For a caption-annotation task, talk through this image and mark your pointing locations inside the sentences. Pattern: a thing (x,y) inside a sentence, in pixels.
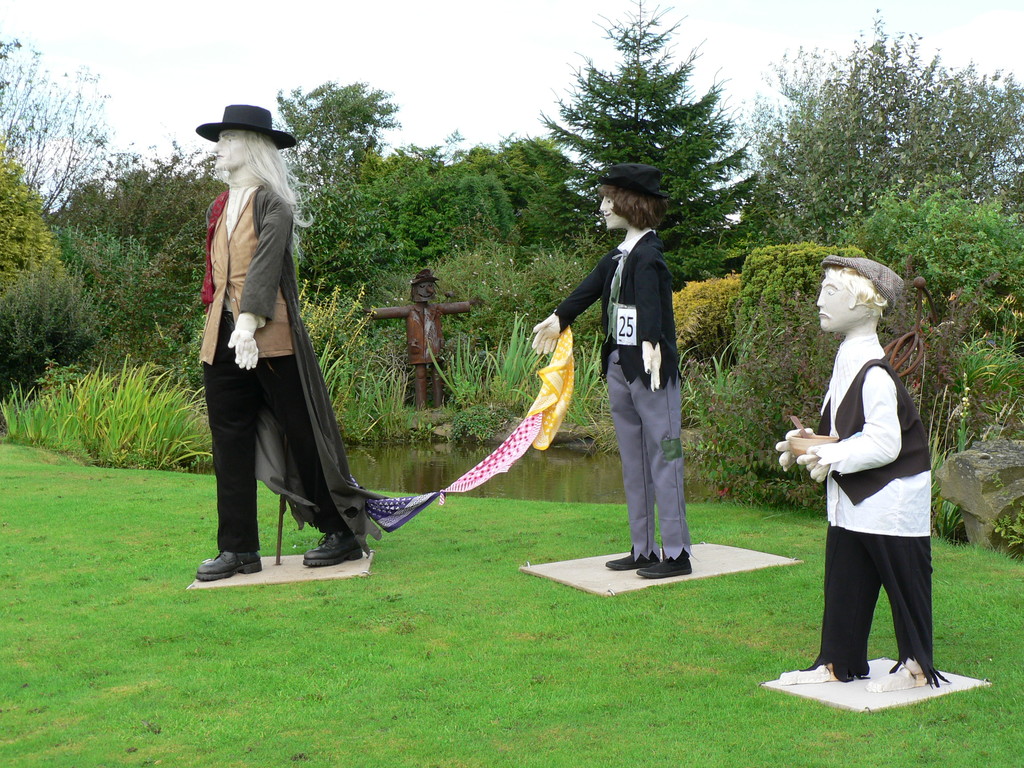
In this picture, there are three statues (233,573) placed on the tiles (276,581). At the bottom (350,707), there is grass (296,647). For each statue (603,341), there are clothes (885,404) and hats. In the background (374,422), there is a pond (564,472), plants (523,341) and trees (707,218). In the center (415,313), there is another statue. On the top (474,53), there is a sky (461,101).
